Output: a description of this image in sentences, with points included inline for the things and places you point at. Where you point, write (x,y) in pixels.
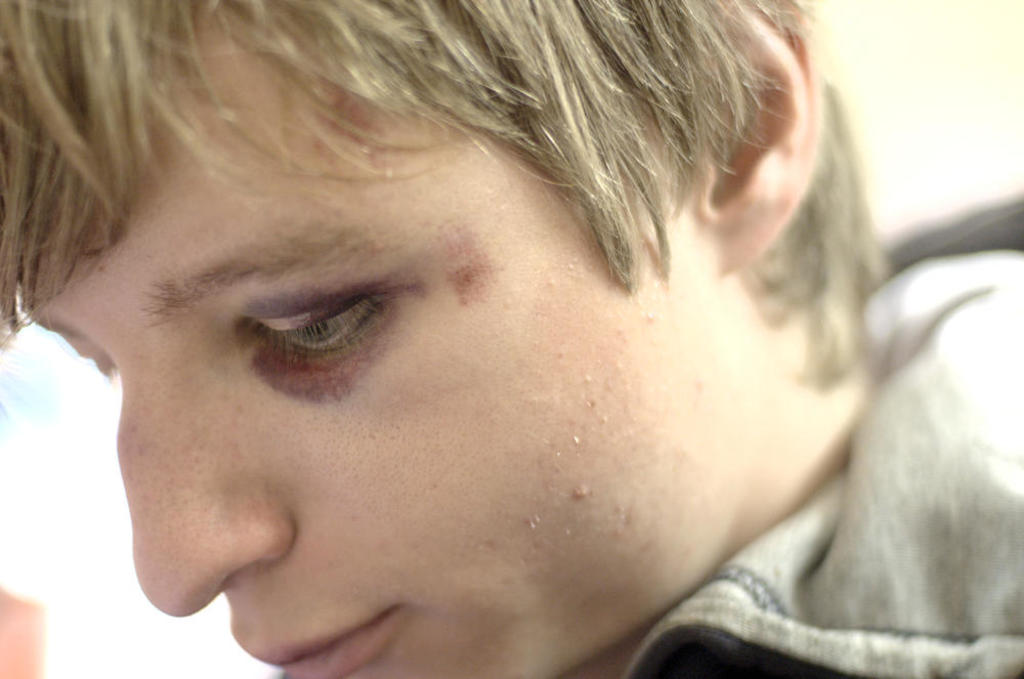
In this image we can see a man (628,455).
